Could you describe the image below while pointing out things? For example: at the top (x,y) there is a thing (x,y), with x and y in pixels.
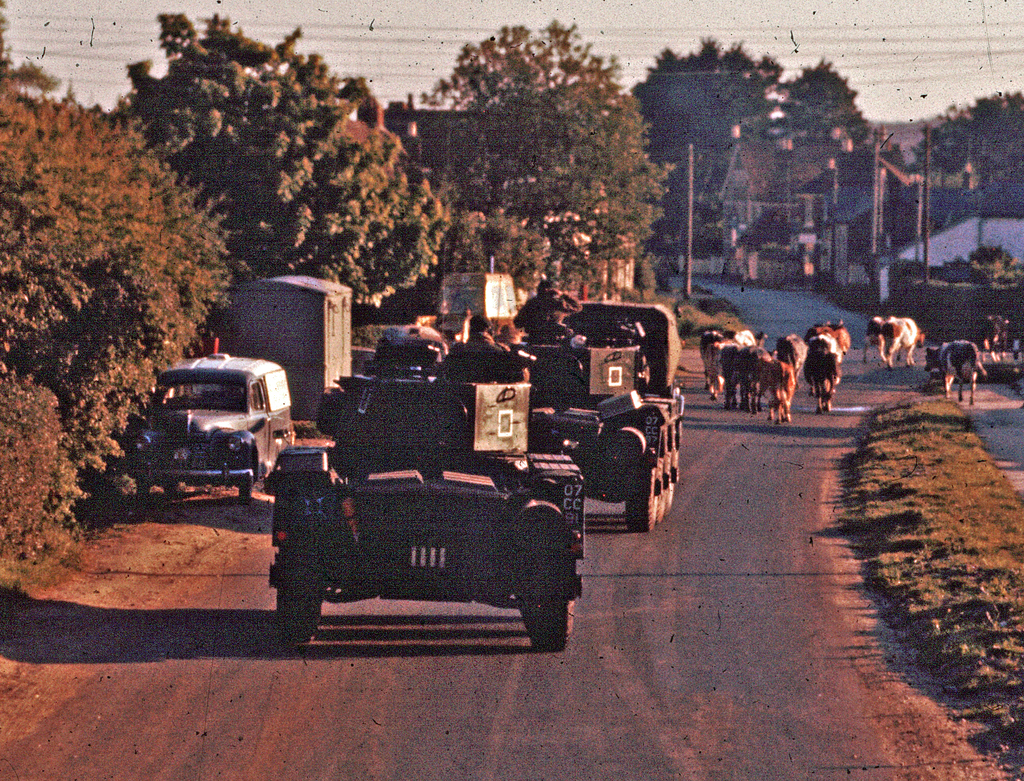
This image is taken outdoors. At the bottom of the image (455,689) there is a road (511,682) and there is a ground (927,612) with grass (934,520) on it. In the background (344,189) there are many trees (136,311) and plants (98,307) on the ground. There are a few houses (965,231). There are few poles (691,186) with street lights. On the right side of the image (775,394) there are a few cattle (731,366) on the road (855,339). In the middle of the image (358,382) a few vehicles (211,423) are parked on the road (609,592) and a few are moving on the road (606,573). At the top of the image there is the sky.
